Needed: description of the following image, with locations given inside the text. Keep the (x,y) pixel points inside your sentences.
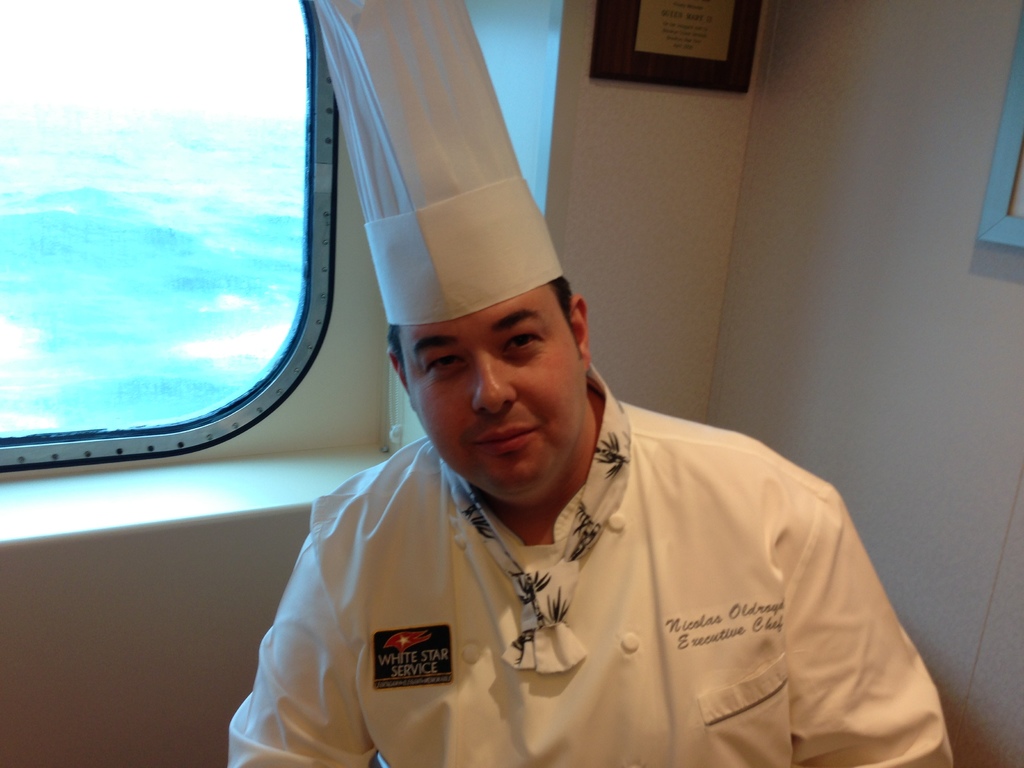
A man (621,632) is looking at the camera, he wore white color dress (741,603), cap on the left side (208,252) it is a glass window (211,256).
